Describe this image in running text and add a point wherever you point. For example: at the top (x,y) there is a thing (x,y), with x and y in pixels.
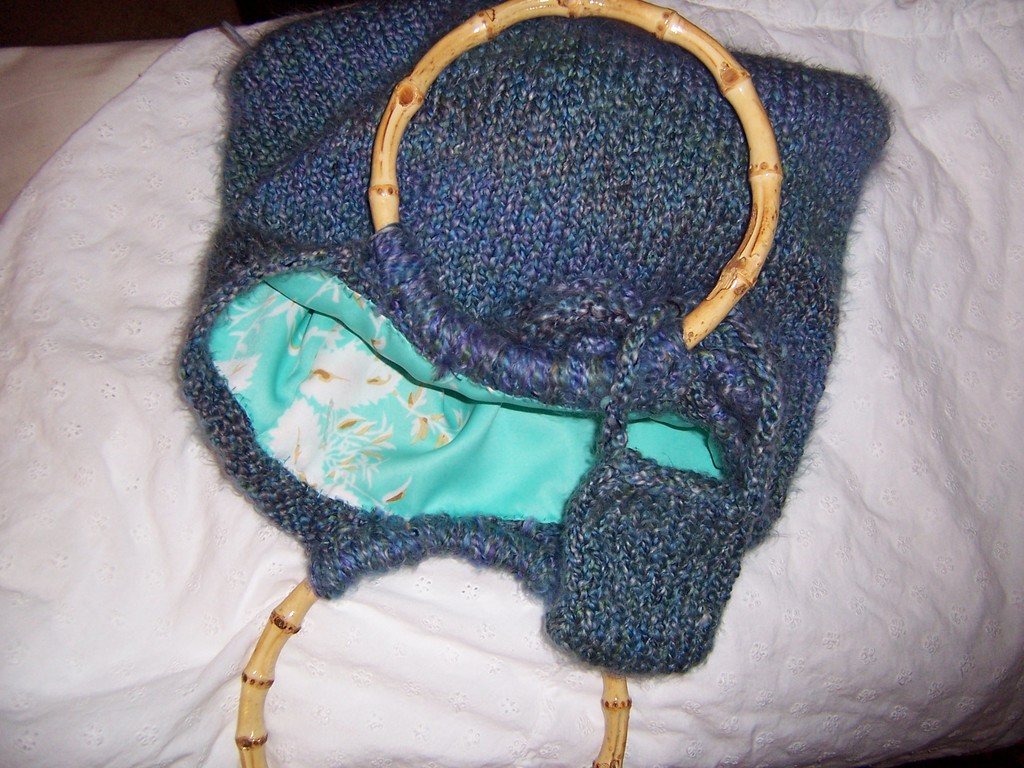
In this image we can see a blue color woolen bag (729,358) placed on white sheet (823,479).
